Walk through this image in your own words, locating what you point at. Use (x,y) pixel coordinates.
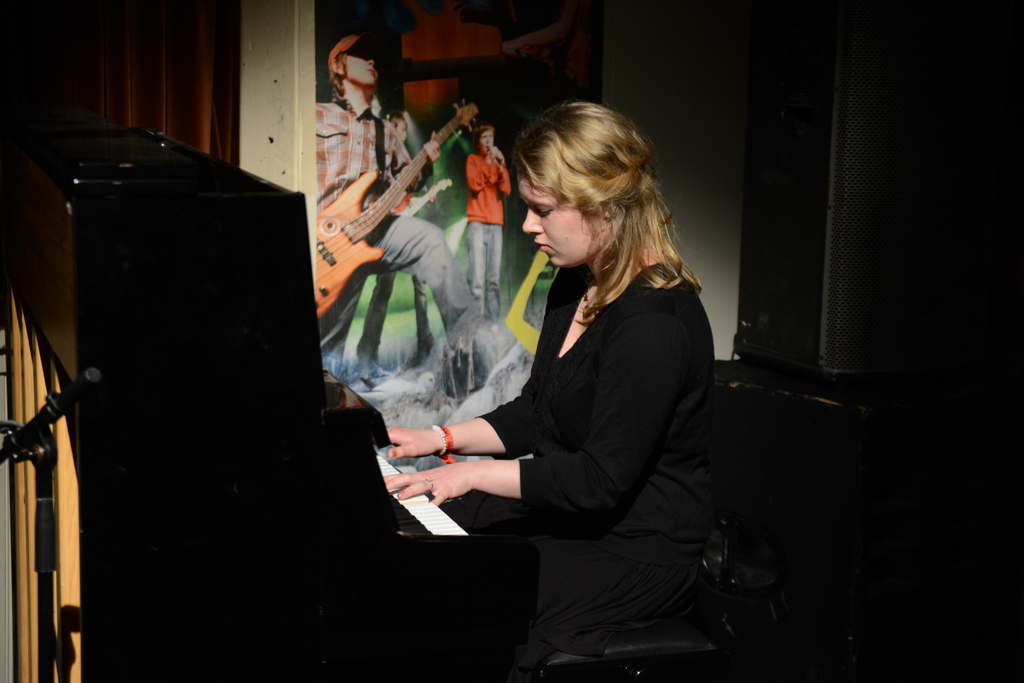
In the center of the image (602,361), we can see a lady (658,438) sitting and playing piano (257,488). In the background (361,100), there is a poster (519,62) placed on the wall (670,82) and we can see a sound box (885,195).
